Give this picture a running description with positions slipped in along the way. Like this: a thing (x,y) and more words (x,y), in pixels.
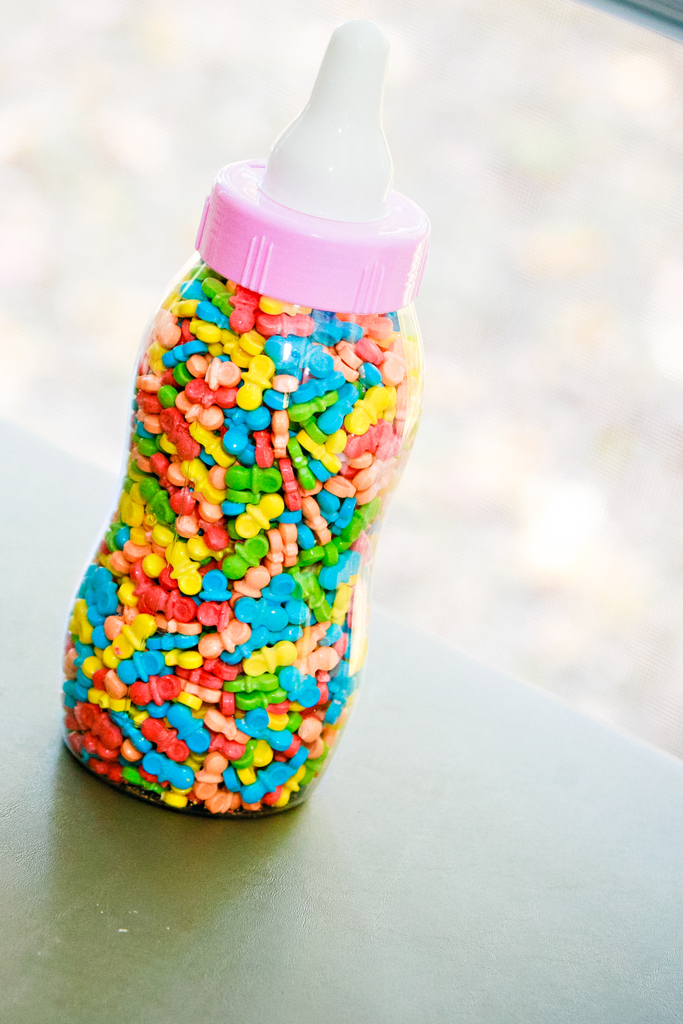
In this image i can see a bottle (344,622) on a table (471,847).
